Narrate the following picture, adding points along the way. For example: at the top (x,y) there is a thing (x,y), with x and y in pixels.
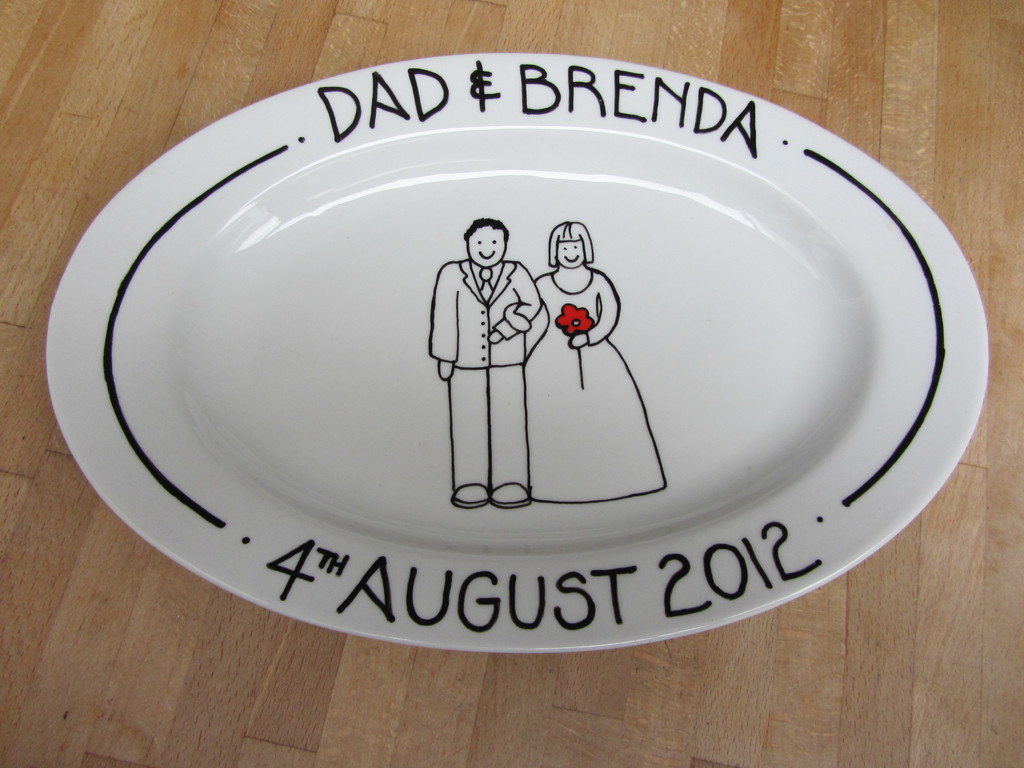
In this picture there is a white plate (595,129). On the plate (689,383) there is a picture (564,421) of a woman (545,338) standing and holding the flower (577,313) and there is a picture (483,381) of a man (472,294) standing and there is text (747,110) and there are numbers (707,574). At the bottom (93,729) there is a wooden floor (94,572).
